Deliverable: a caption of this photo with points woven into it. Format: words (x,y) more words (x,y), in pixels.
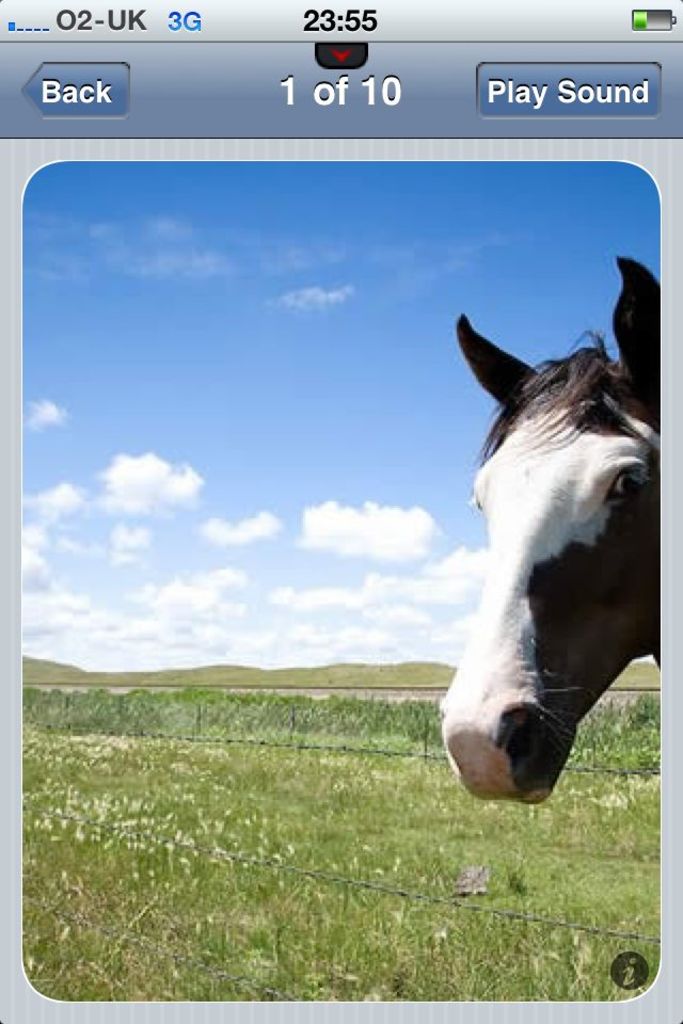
In front of the image there is a horse (575,546). There is grass (402,761) on the surface (347,789). There is a fence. In the background of the image (406,674) there are mountains (415,673). At the top of the image (385,280) there is sky (247,483). There is some text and numbers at the top of the image (387,91). There is a watermark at the bottom of the image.
